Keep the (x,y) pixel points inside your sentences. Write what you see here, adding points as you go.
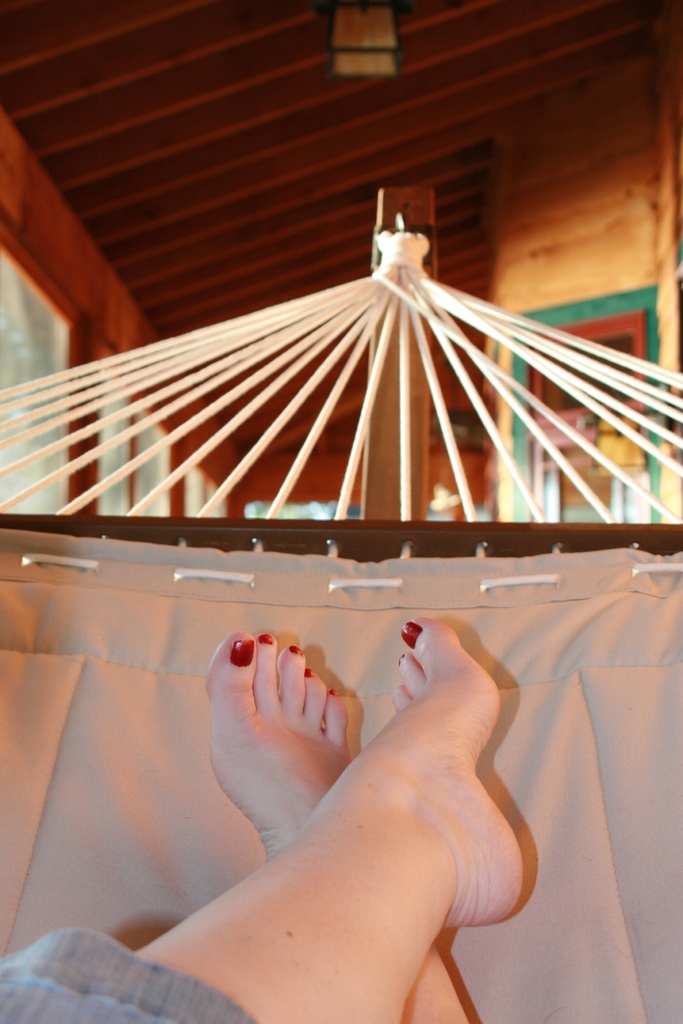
In the foreground of this picture (390,765) we can see the legs (424,728) of a person (378,788). In the center (372,357) we can see a wooden pole (391,382) and the ropes (588,391). At the top (227,30) there is a roof (379,177). In the background (671,271) we can see many other objects (541,385).
